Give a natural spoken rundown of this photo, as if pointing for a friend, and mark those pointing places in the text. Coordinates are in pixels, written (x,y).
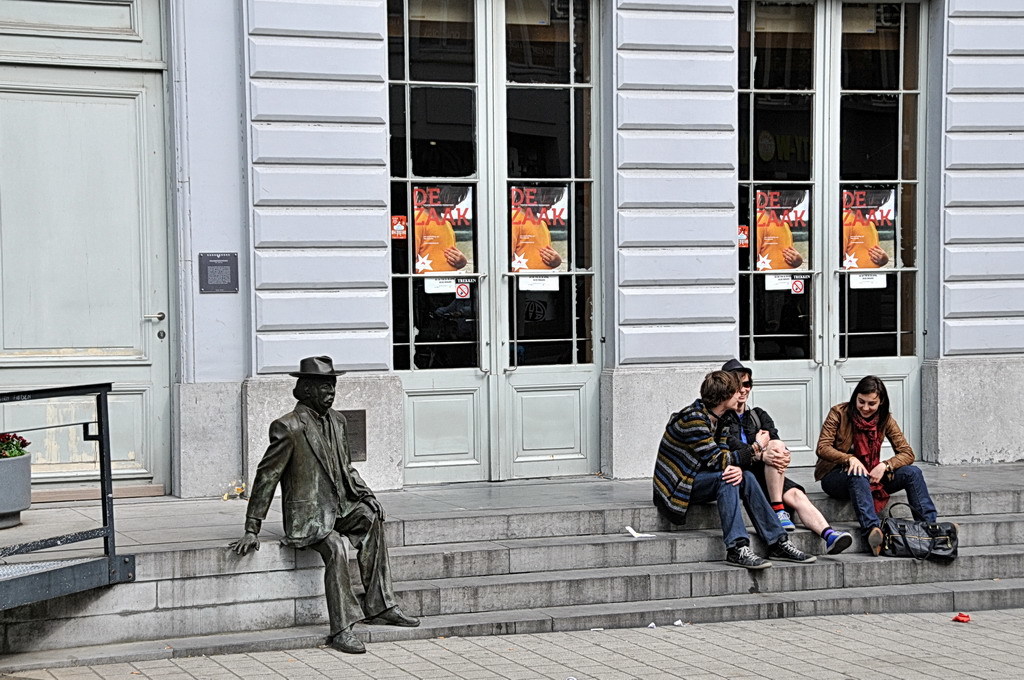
On the left side of the image (318,546) we can see a statue (322,469), rods (59,541), pot (7,472), plants (13,448). On the right side of the image (832,424) we can see some people (895,438) are sitting on the stairs (956,568) and also we can see a bag (932,533). In the background of the image (1003,89) we can see the doors (525,296), poster (462,191) on the doors (496,208), wall (971,241). At the bottom of the image (557,613) we can see the stairs (612,588), pavement (695,644).
